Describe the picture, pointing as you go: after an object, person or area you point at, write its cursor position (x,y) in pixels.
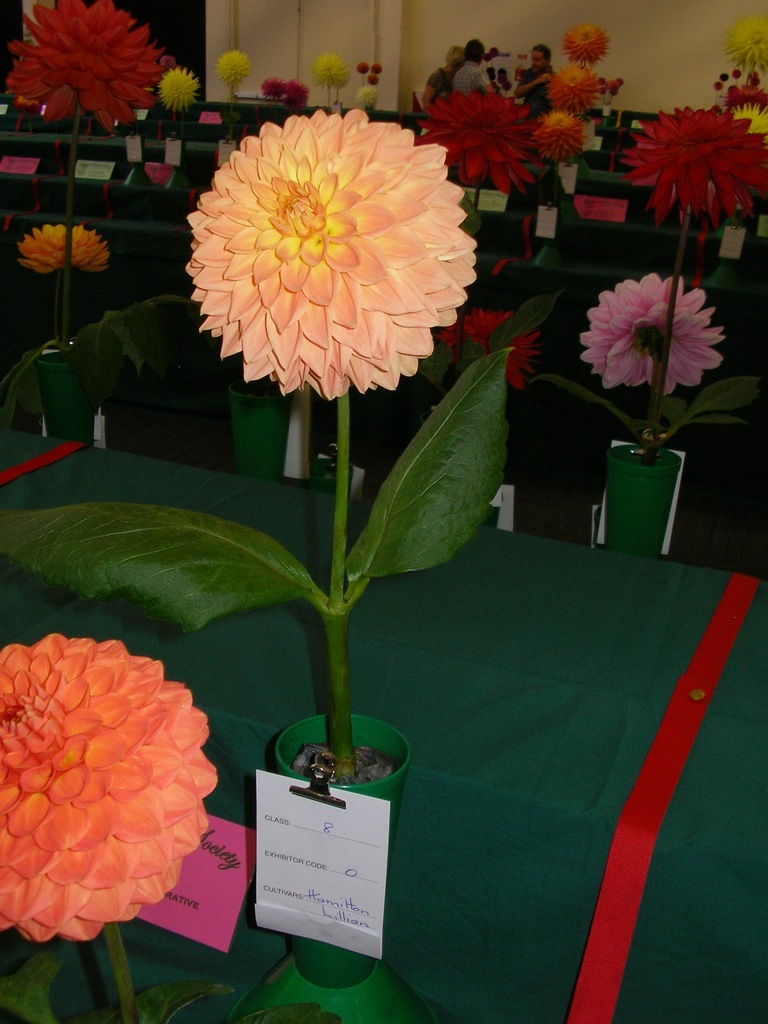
In this image I can see flowers (411,337) on a green color surface (467,679). In the background (537,100) I can see people (547,74) and a wall (656,57).
